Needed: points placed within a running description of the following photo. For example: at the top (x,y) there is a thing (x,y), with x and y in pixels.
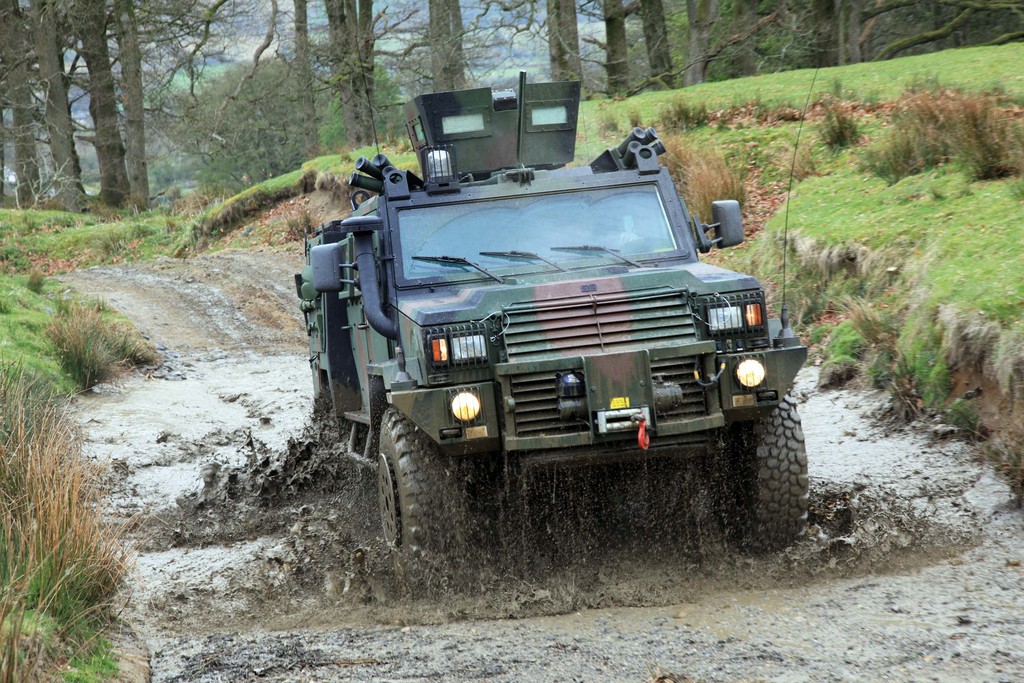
In this image we can see a vehicle (408,346) in the mud (424,562), there are trees (455,70), and the grass (99,254).
